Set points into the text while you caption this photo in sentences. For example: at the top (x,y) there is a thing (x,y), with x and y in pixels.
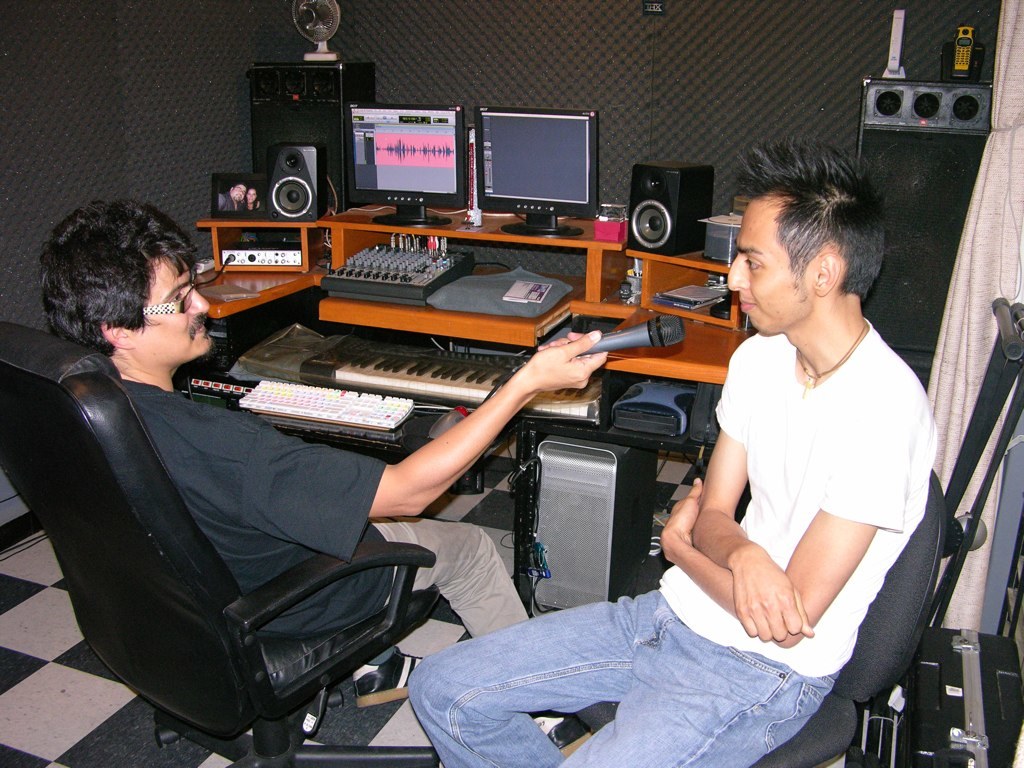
There are two people (237,489) sitting on the chairs (880,645). Here is a man (274,472) holding mike (585,357). These are the two monitors (529,177), speakers (282,211), photo frame (228,198), piano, keyboard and this looks like a electronic device (371,284) and some objects (650,405) placed on the table (370,240). This looks like another speaker (927,174). I can see a cell phone (959,75) placed on the speaker (927,104). This is the curtain (991,167) hanging.
